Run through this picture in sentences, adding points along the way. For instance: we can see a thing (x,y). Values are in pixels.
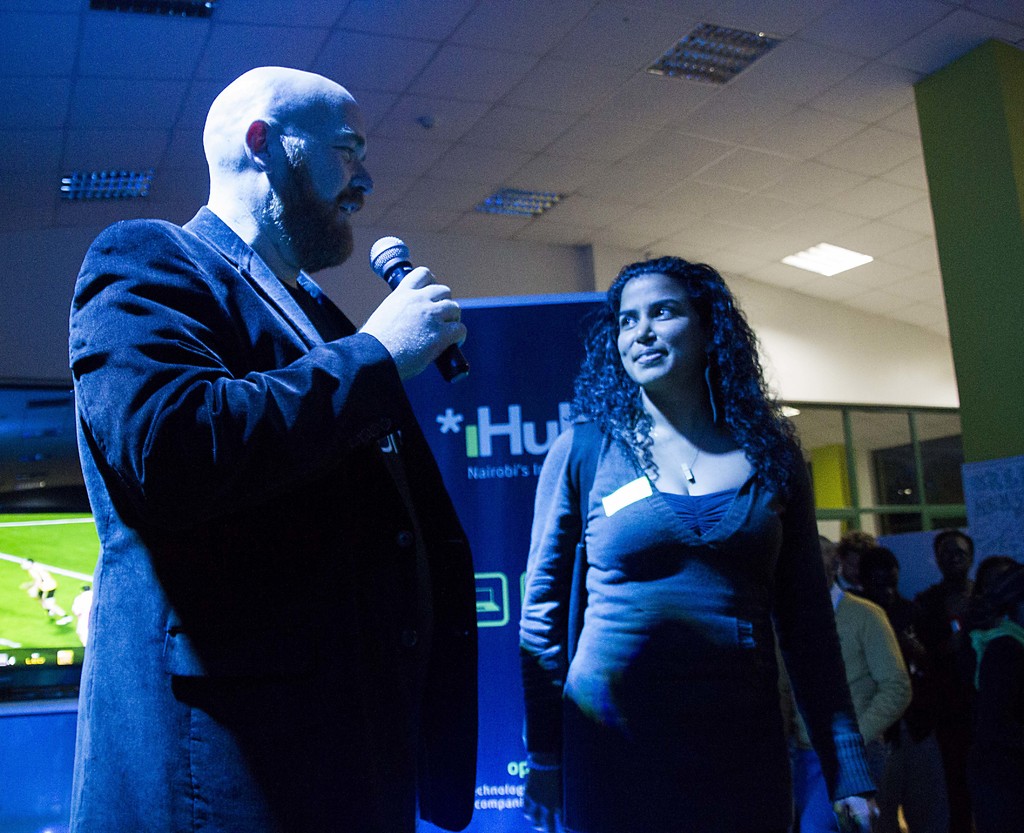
In this image there is a woman (723,601) standing towards the bottom of the image (577,601), she is wearing a bag (581,446), there is a man (429,363) standing towards the bottom of the image (254,610), he is holding a microphone (406,285) and talking, there are group of persons (944,640) towards the right of the image (902,576), there is a board (497,422) behind the persons (964,575), there is text (527,430) on the board (497,436), there is a screen (29,541) towards the left of the image (56,576), there are two men (78,631) visible in the screen (66,598), there is a wall (475,293), there is a pillar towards the right of the image (961,141), there is an object (1018,461) on the pillar (990,436), there is roof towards the top of the image (826,258), there are lights (705,61).
